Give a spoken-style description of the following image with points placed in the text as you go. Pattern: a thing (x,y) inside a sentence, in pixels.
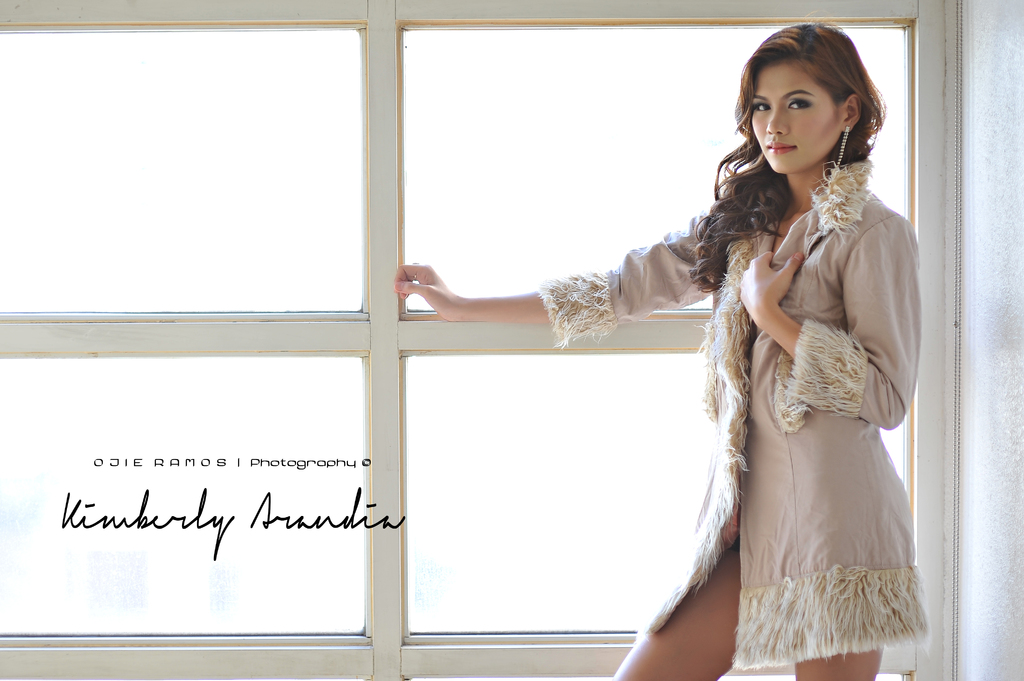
In this picture there is a woman (832,391) standing in the right corner (804,326) and placed her hand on a glass window (692,312) beside her and there is something written in the left bottom corner (217,520).
